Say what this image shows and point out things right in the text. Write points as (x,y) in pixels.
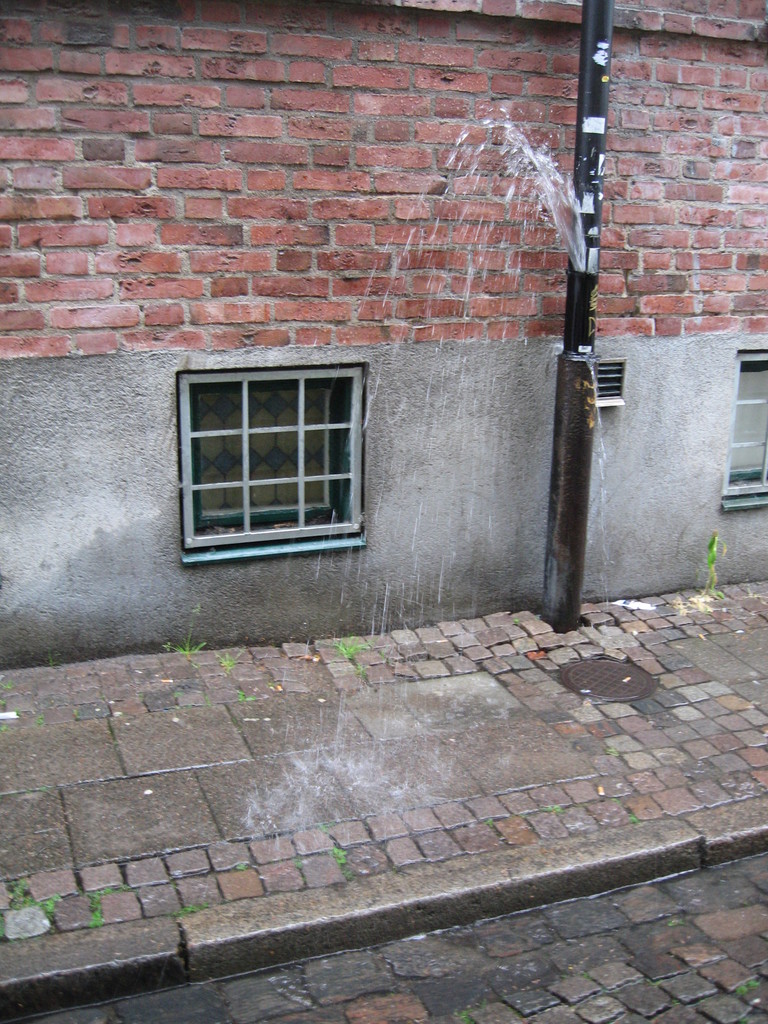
In the middle of the image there is a pole (607,62). Behind the pole (592,17) there is a wall (454,539), on the wall (286,348) there are some windows (760,459).
